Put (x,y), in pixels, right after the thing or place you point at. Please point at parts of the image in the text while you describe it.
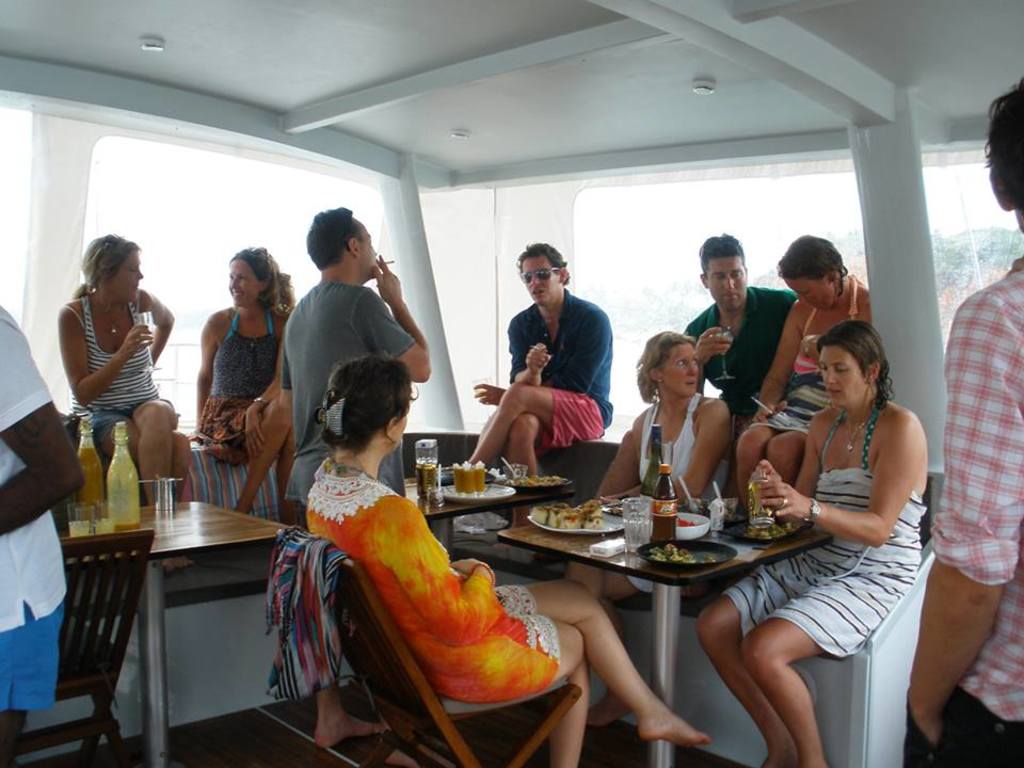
In this picture, we see many people (809,269). In the middle of the picture (535,477), we see dining table (676,575) on which plate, glass (634,517) is placed on it and we can even see bench (499,550) and behind them, we see a window (625,223) from which we can see trees (961,243).
